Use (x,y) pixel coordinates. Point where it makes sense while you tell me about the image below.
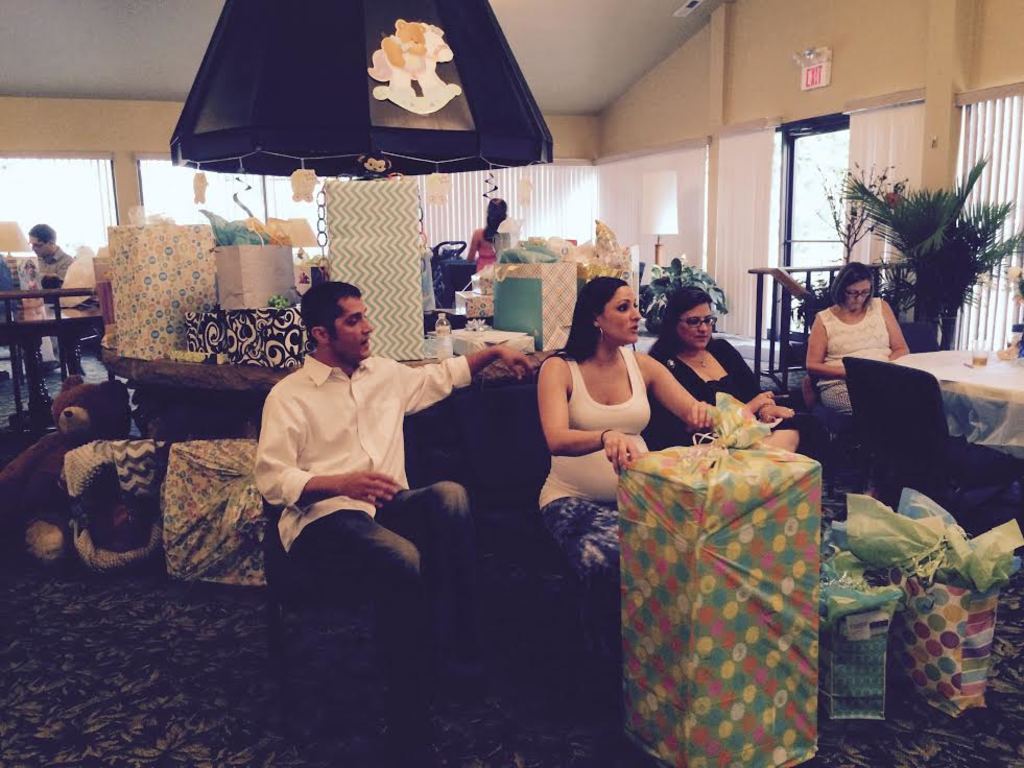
In this picture we can see some persons (894,356) are sitting on the chairs (889,431). This is the floor (161,697) and there is a table (974,399). And in the background (479,286) we can see some boxes (336,268) on the table (184,368). And this is a plant (936,239). And this is the door (840,181).
